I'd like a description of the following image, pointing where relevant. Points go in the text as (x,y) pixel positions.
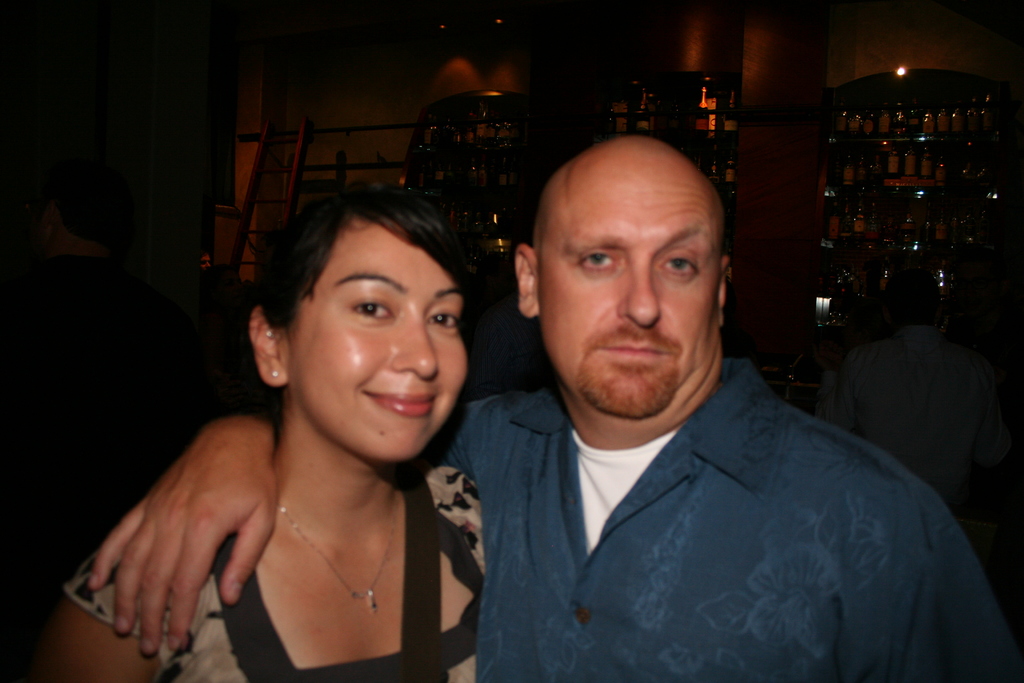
In this image in the front (508,473) there are persons (577,574) standing and smiling. In the background (702,129) there are bottles (905,218), persons (933,328) and there are lights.
